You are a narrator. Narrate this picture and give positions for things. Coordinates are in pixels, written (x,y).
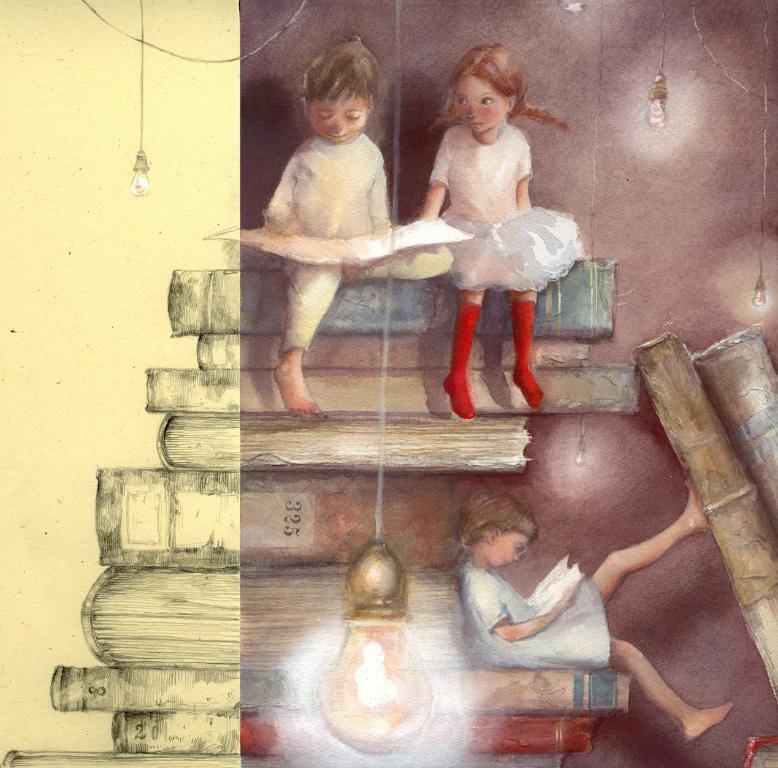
In this image we can see a painting (355,294) of three children (333,273) sitting on the books (516,441), here we can see the bulbs (361,648). This part of the image is in brown color and the part of the image is in light yellow color.
